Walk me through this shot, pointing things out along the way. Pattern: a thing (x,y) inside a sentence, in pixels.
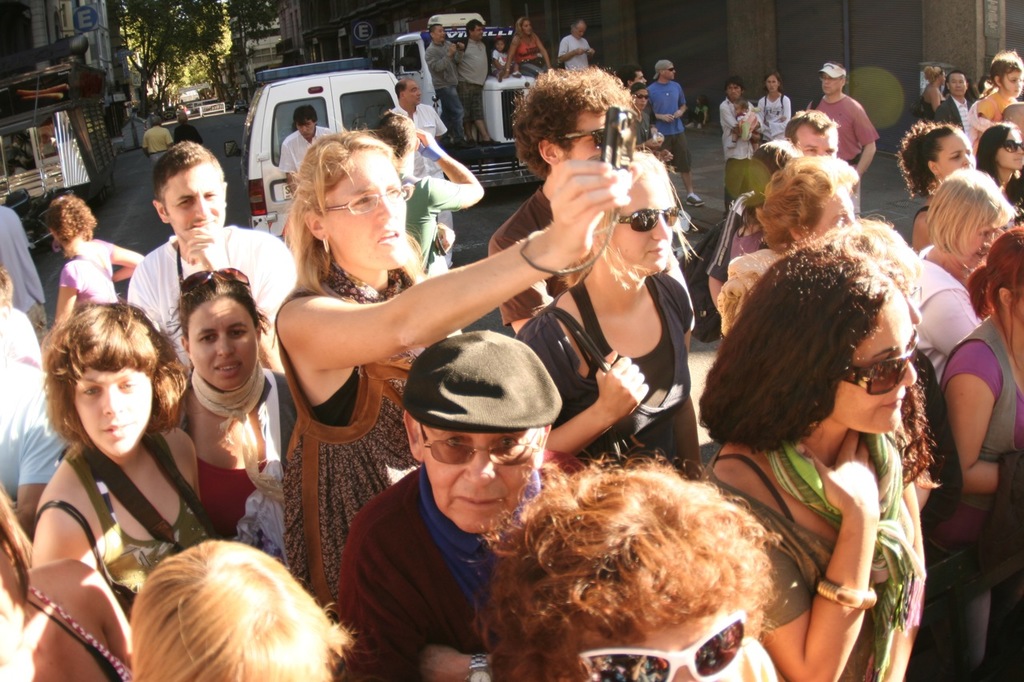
In this picture we can describe about the group of people (226,452) standing in the front of the image (458,441) and taking video with the camera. In the background (171,16) we can see some buildings (283,53) and trees (193,61).
